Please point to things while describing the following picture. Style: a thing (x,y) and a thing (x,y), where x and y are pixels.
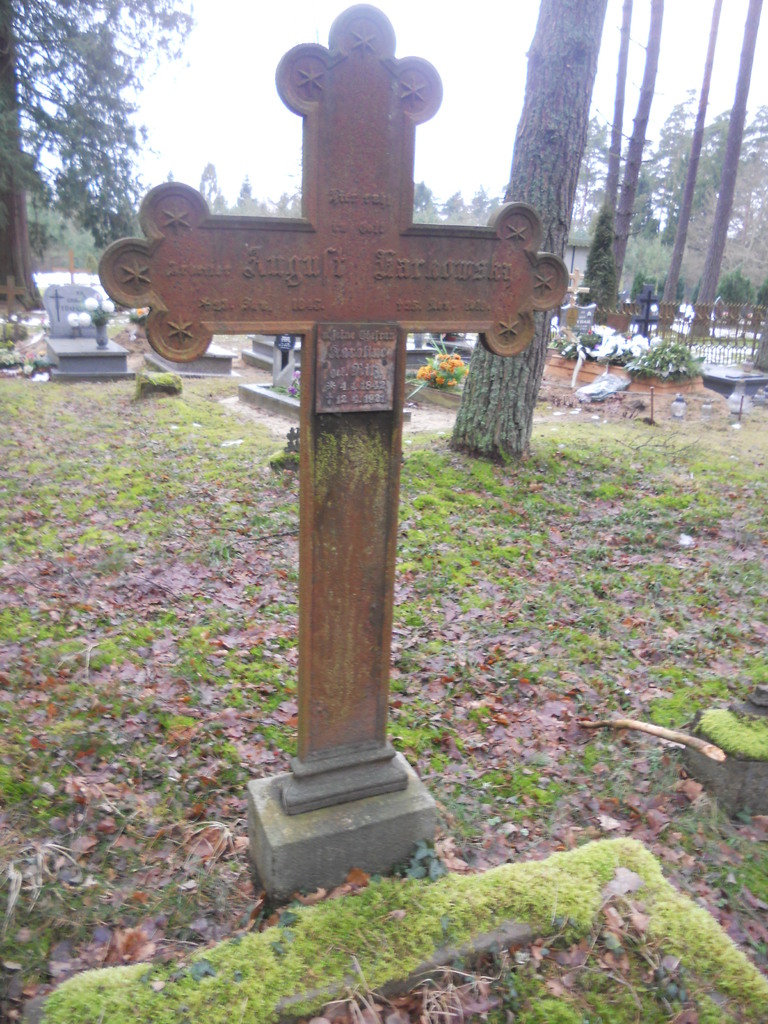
In this image there is a cross symbol (390,758) on a grassland (505,542), in the background (497,122) there are trees (523,119) and the sky (266,150).
